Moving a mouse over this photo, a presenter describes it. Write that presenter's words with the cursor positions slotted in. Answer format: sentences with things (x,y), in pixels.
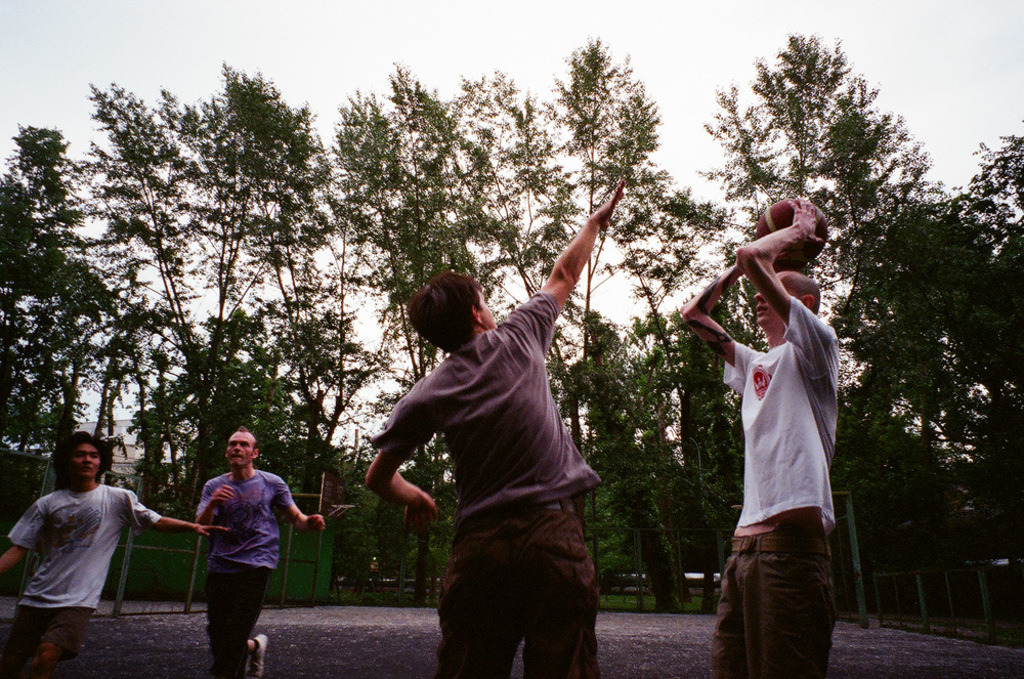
In this image we can see trees (477,216), people (470,448), fence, ball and sky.
